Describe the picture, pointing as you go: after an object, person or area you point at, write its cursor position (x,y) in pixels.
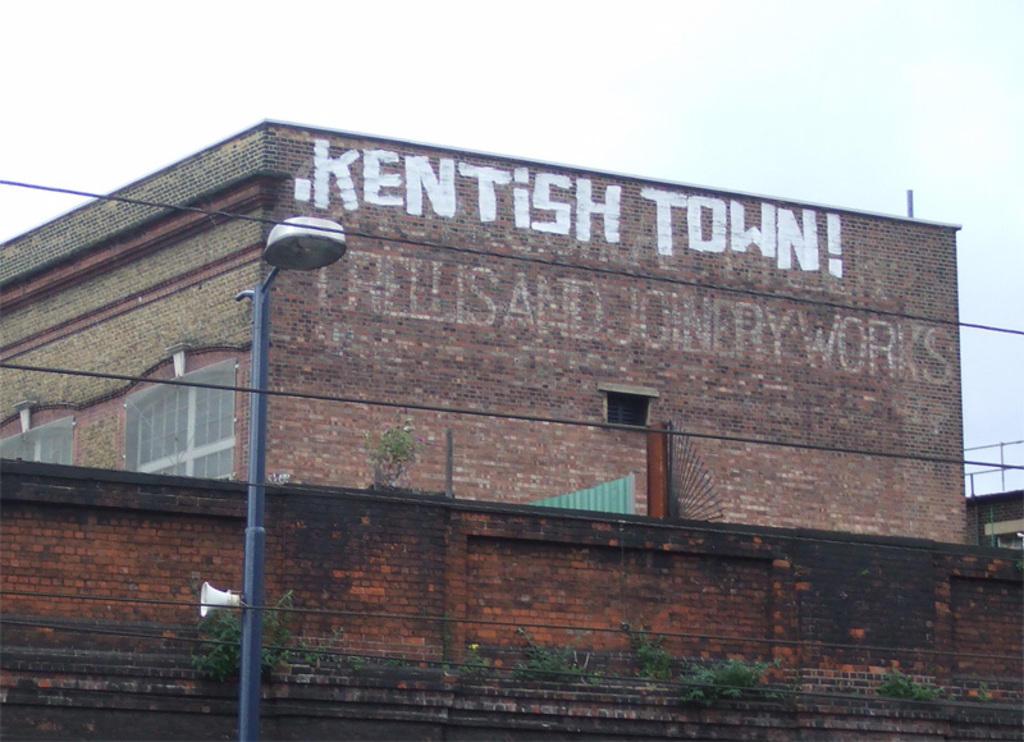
In this picture we can see wires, electric pole (278,256), loud speaker (238,594), wall (578,643), plants (265,623), building (164,409) with windows (137,466) and some objects (1005,484) and in the background (1005,484) we can see the sky (723,142).
